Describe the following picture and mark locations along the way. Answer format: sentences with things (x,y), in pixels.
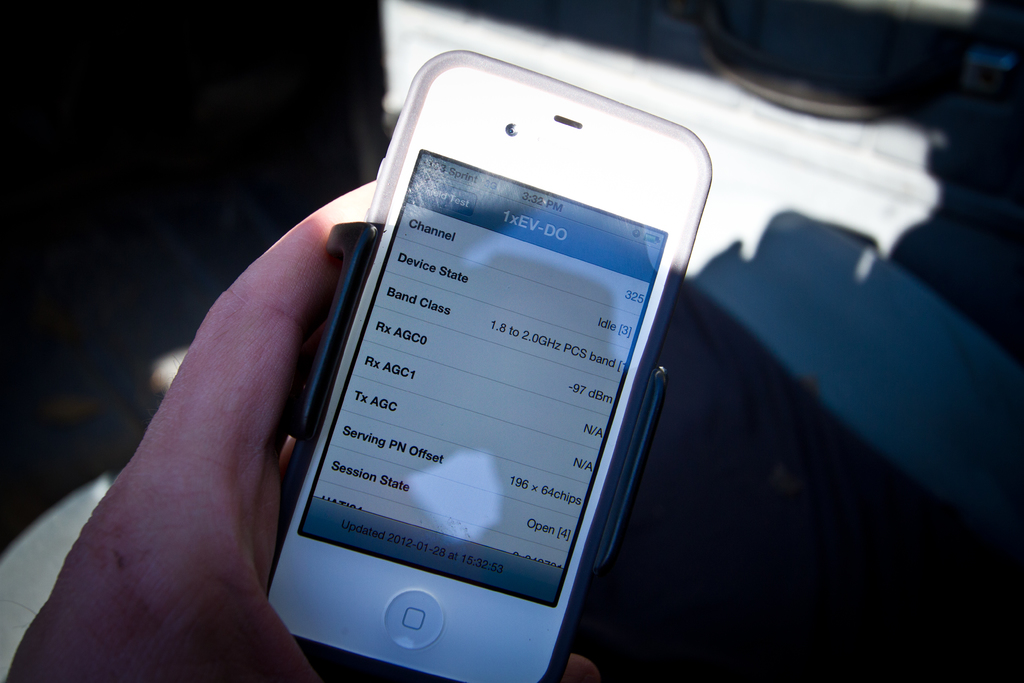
The picture consists of a person's hand (237,416), he is holding a mobile (521,251). The background (282,43) is blurred.
